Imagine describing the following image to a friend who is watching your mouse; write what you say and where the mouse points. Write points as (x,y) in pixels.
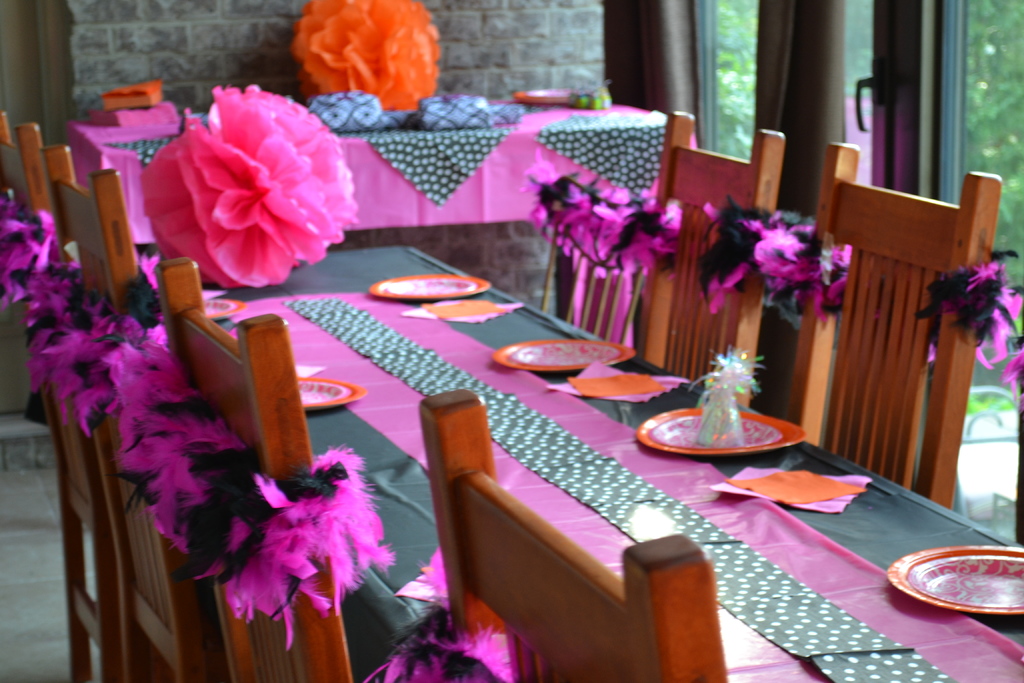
In this image I see chairs (893,362) with decorations (1000,353) on it and I see tables (142,228) on which there are plates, tissues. In the background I see the wall (519,80).
